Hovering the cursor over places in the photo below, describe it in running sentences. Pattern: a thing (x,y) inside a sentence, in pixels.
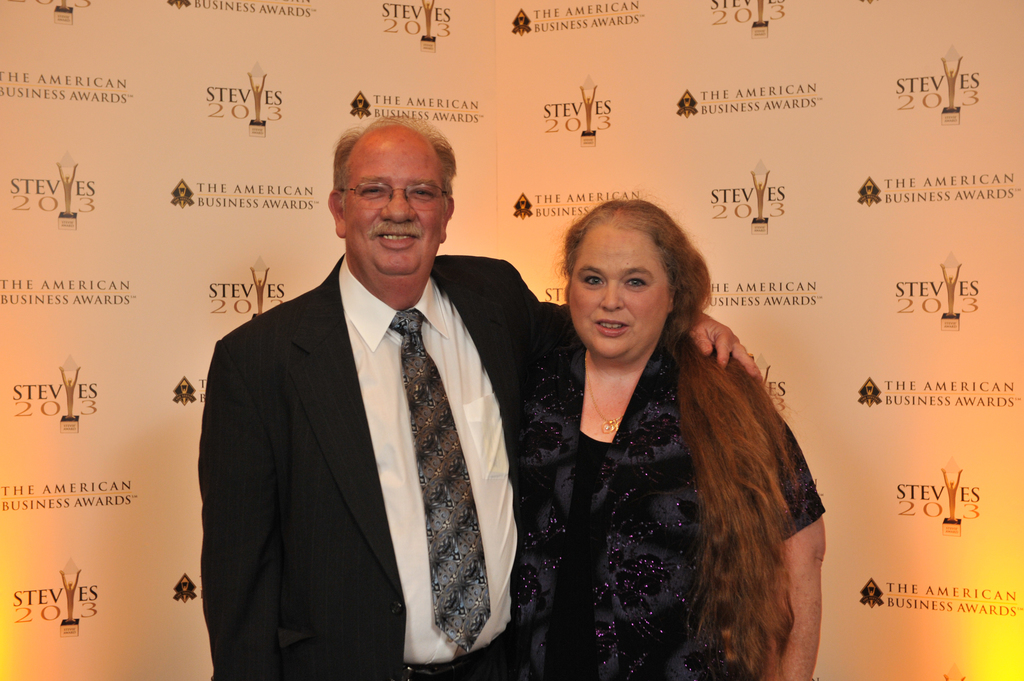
In this picture we can see a man (450,446) and a woman (731,520) are standing and smiling, in the background (763,374) there are some logos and text (743,24).
